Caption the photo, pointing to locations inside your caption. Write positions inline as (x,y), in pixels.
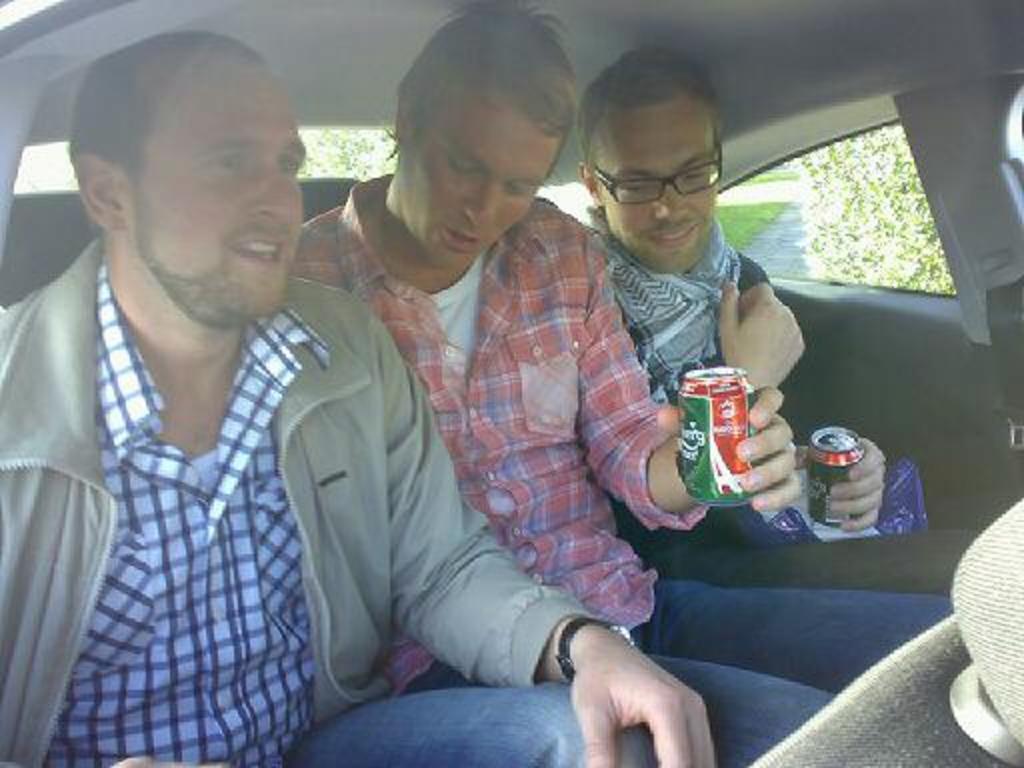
This picture is inside the car (64,12). There are three persons (258,272) sitting inside the car (929,86), one person (280,285) is talking and other two persons (572,442) are holding the tin (830,453).
